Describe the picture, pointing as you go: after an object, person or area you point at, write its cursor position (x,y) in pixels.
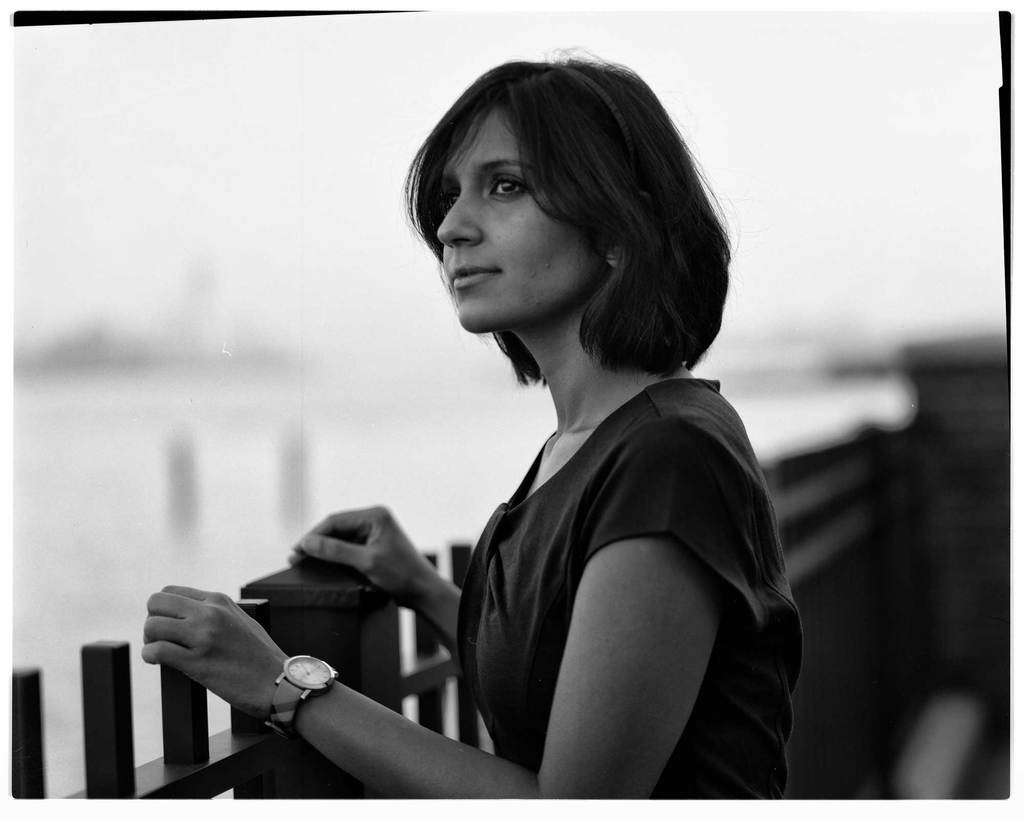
In this picture I can observe a woman (558,476) standing in the middle of the picture (558,425). In front of her there is a railing (233,711). The background (809,179) is completely blurred. This is a black and white image.
